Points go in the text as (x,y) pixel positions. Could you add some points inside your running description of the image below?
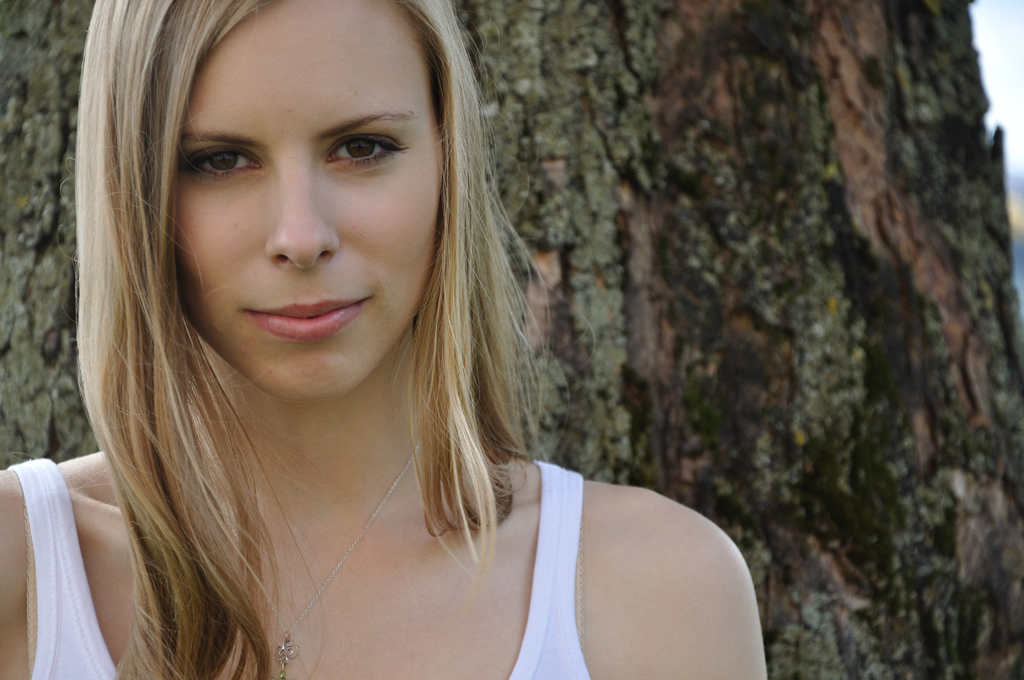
This image is taken outdoors. In the background (686,335) there is a tree (809,257). On the left side of the image (228,509) there is a woman (263,285) and she is with a smiling face (345,340).
